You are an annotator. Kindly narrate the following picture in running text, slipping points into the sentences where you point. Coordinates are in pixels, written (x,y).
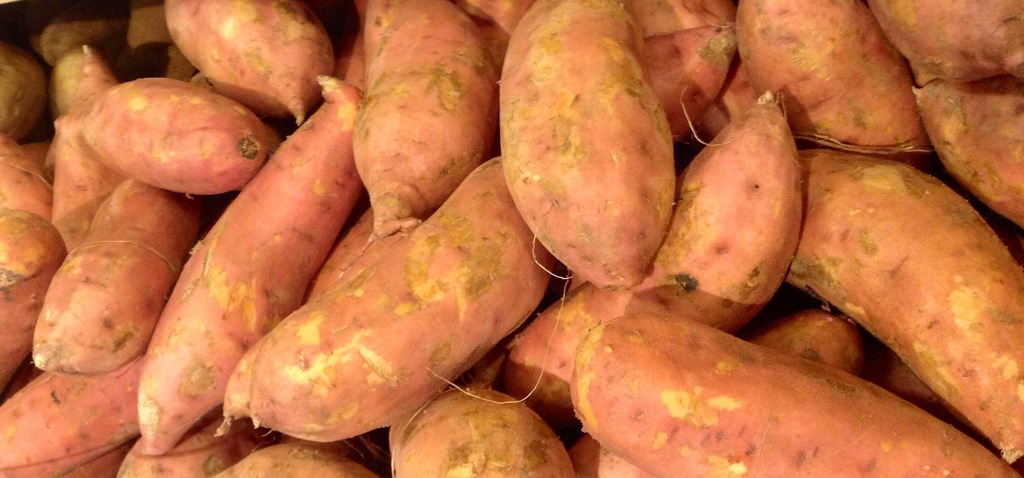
In this image I can see sweet potatoes (498,253) in a bulk quantity. This image is taken, may be during a day.
